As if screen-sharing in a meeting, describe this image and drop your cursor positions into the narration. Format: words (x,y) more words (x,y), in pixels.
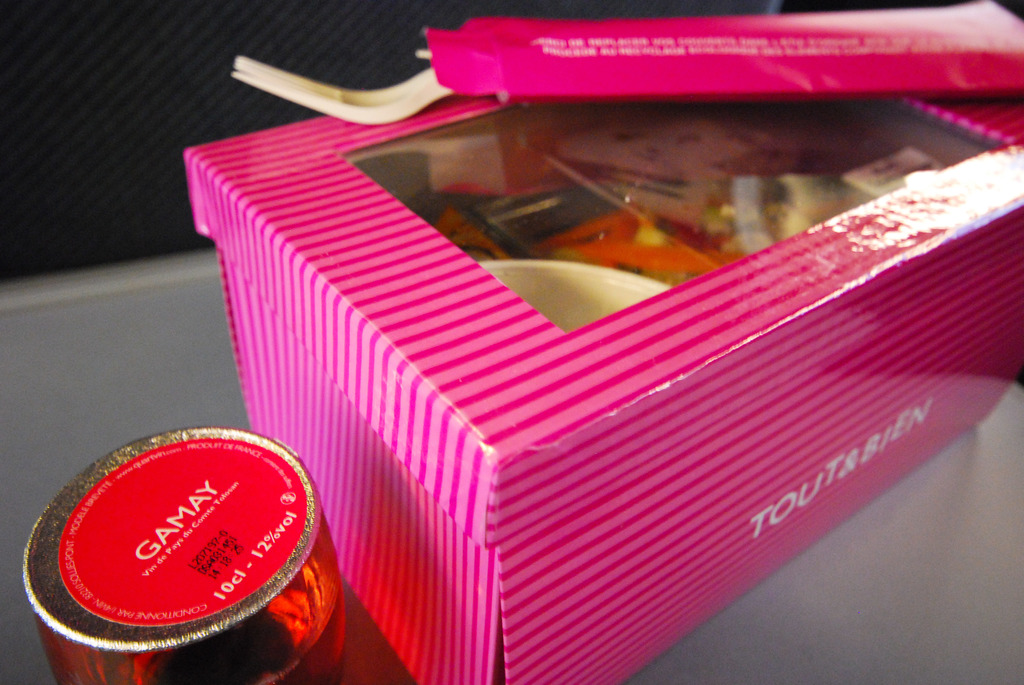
In this image there are boxes (590,504) with lids (545,220), a fork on the cardboard box (946,184) on an object (65,371).
